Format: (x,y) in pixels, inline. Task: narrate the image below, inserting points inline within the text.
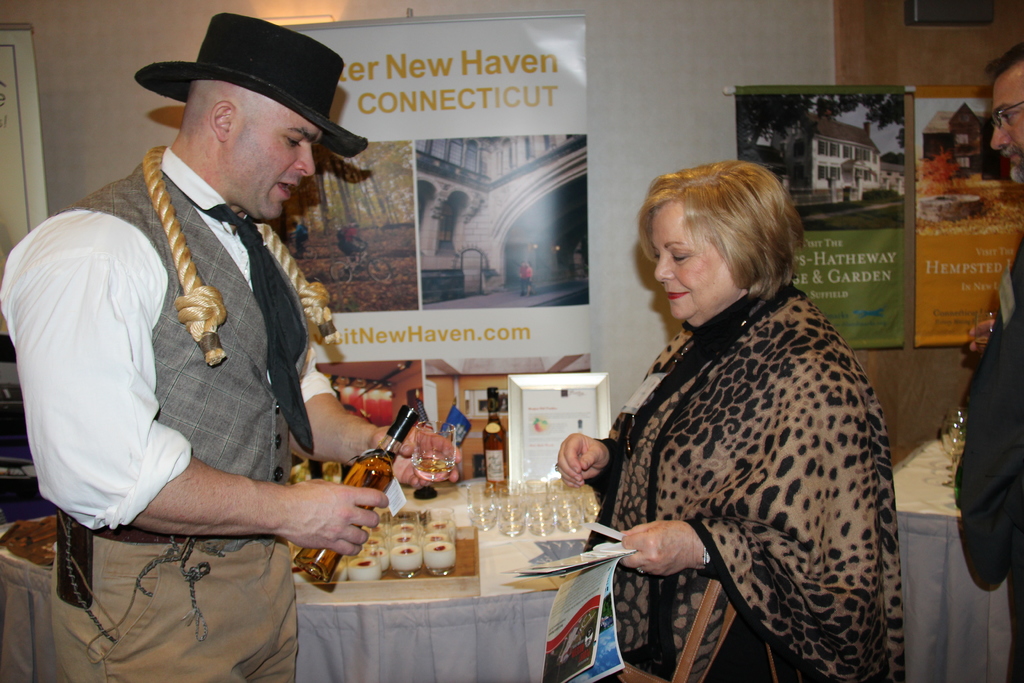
there is a man (354,417) and woman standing each other A man (394,470) is holding a bottle (398,424) there is a table (476,611) on the table (473,597) there are different items (564,514).
